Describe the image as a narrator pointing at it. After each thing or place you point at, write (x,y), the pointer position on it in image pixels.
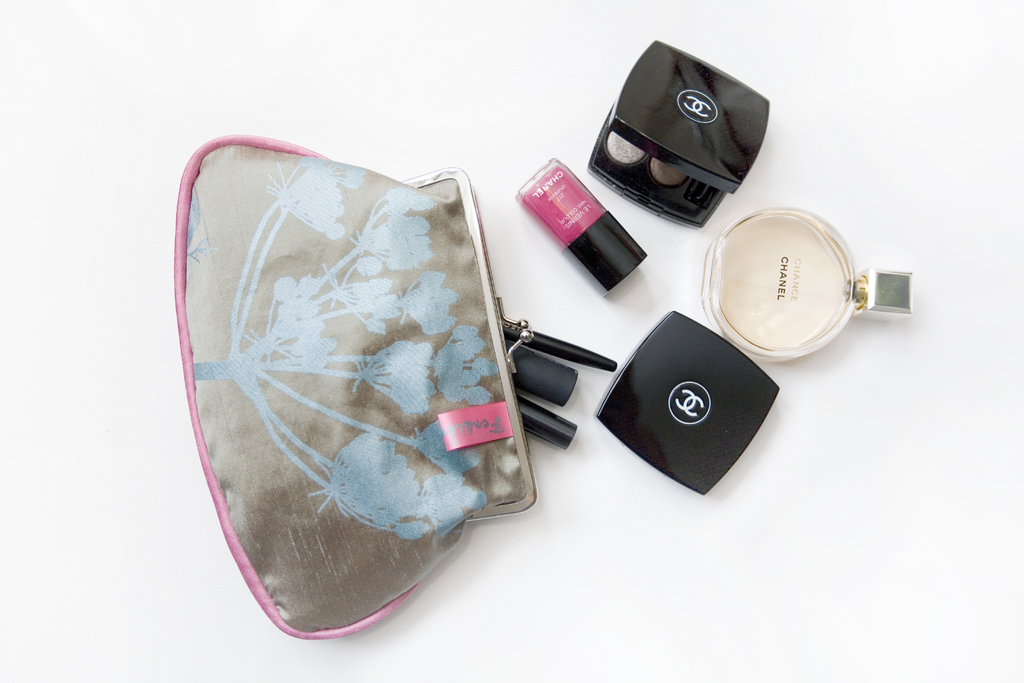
There is a perfume bottle (745,279), black color boxes (660,157), nail polish (576,204) and a pouch (434,392) with some items (547,396) are on a white surface (735,541).
